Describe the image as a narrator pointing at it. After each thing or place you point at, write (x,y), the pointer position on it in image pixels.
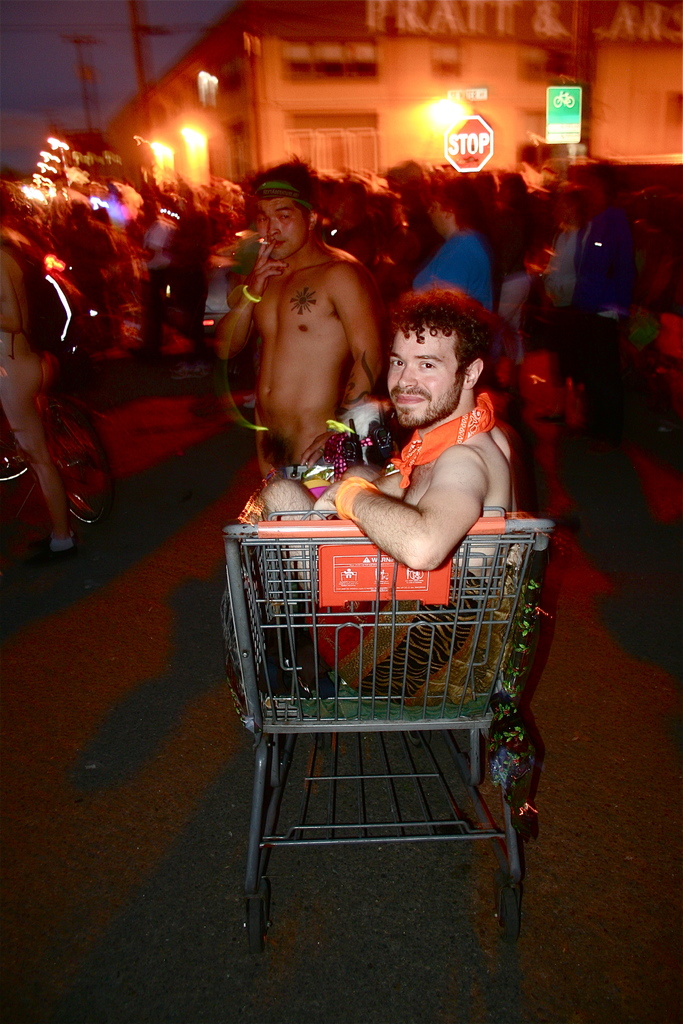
This is an image clicked in the dark. Here I can see a man (385,524) sitting in a trolley (375,650). In the background (233,274), I can see a crowd of people (468,289) standing on the road (88,553). At the top of the image (354,50) there is a building (296,122) and few light poles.
